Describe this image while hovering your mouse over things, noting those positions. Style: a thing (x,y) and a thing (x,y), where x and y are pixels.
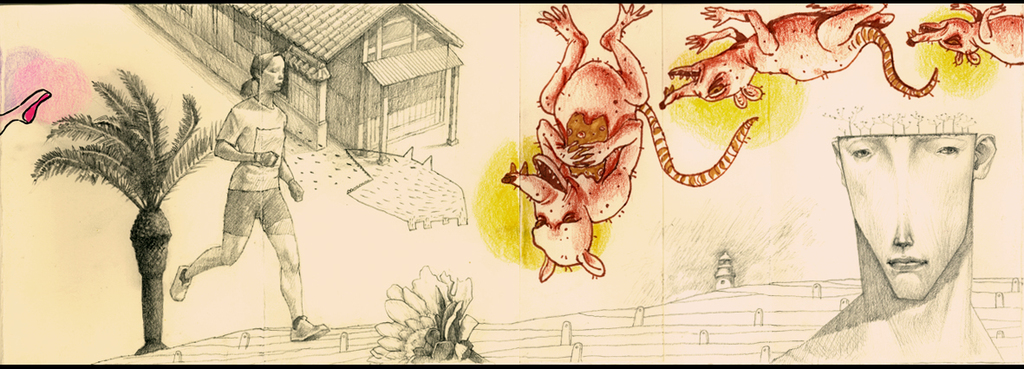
In this image I can see the sketch (320,60) of the house (336,19), windows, person (269,62), tree (144,276), flower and the person face (844,173). I can see few animals (752,22) in different color.
